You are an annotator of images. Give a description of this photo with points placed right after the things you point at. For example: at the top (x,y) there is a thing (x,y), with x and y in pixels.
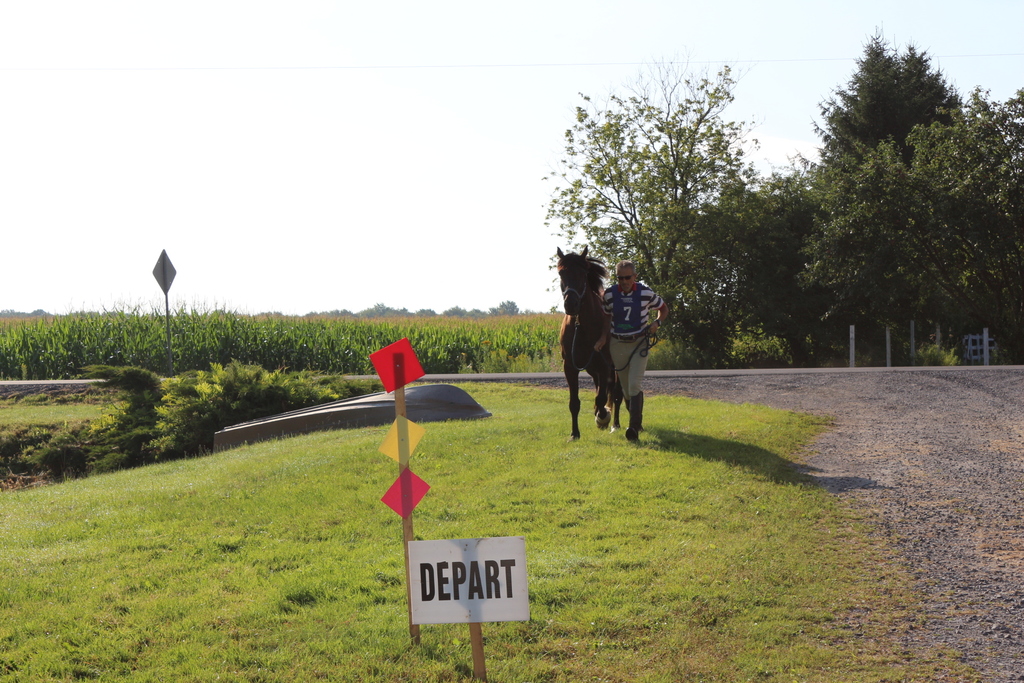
In this image we can see a horse (599,327) and a man (634,311). In the background (311,339), we can see plants (415,319), trees (954,261) and fence (970,348). At the top of the image (535,97), we can see the sky (682,59). There is a board (157,272) and pole (167,329) on the left side of the image (170,270). At the bottom of the image (424,565), we can see the boards (461,562).
